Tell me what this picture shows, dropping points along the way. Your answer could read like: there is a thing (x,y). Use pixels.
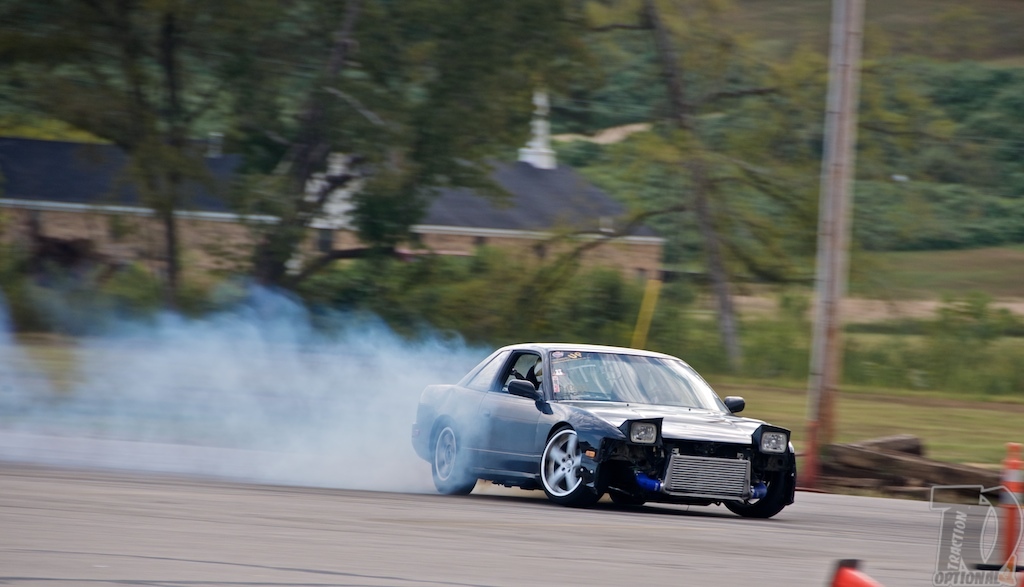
In the middle of the picture (527,376), we see the car (620,419) is moving on the road (514,555). We see the smoke (409,419) is emitted from the car (430,410). In the right bottom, we see the traffic stoppers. At the bottom (384,515), we see the road (478,535). There are trees (616,287), a building (416,236) and a pole (826,135) in the background (820,283).
